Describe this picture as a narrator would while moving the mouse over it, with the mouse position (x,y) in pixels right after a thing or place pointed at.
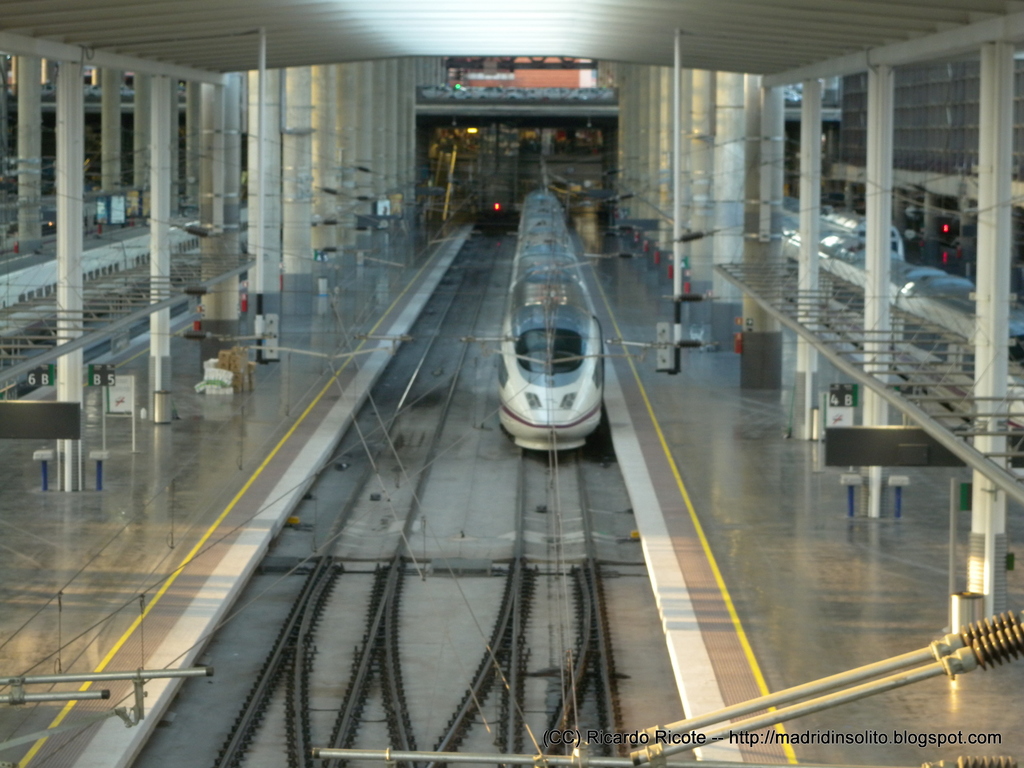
In this picture there is a train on the railway track (527,514). There is a building (664,113) and there are boards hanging to the rods (57,328). There are objects (112,403) on the floor (57,616). At the top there is a roof (636,59). At the bottom (925,529) there are railway tracks (578,576) and there is a floor (728,565). At the bottom right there is text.
